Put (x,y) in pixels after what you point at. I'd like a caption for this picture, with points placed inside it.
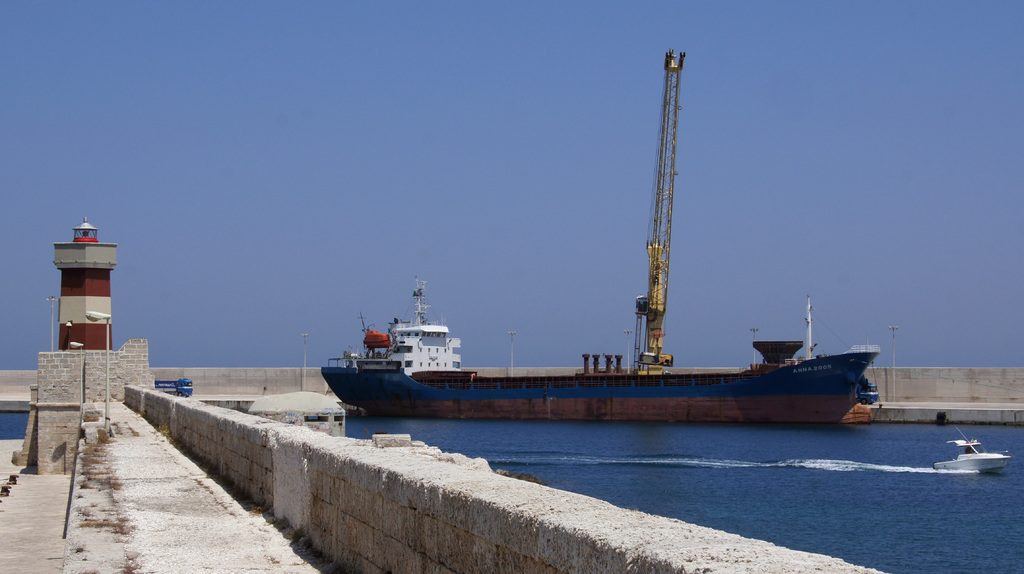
In the image there is a huge ship (422,386) and a small ship (961,440) on the water surface (643,486), beside the water surface (872,432) there is a wall (406,482) and behind the wall (71,374) there is a light house (68,311).
